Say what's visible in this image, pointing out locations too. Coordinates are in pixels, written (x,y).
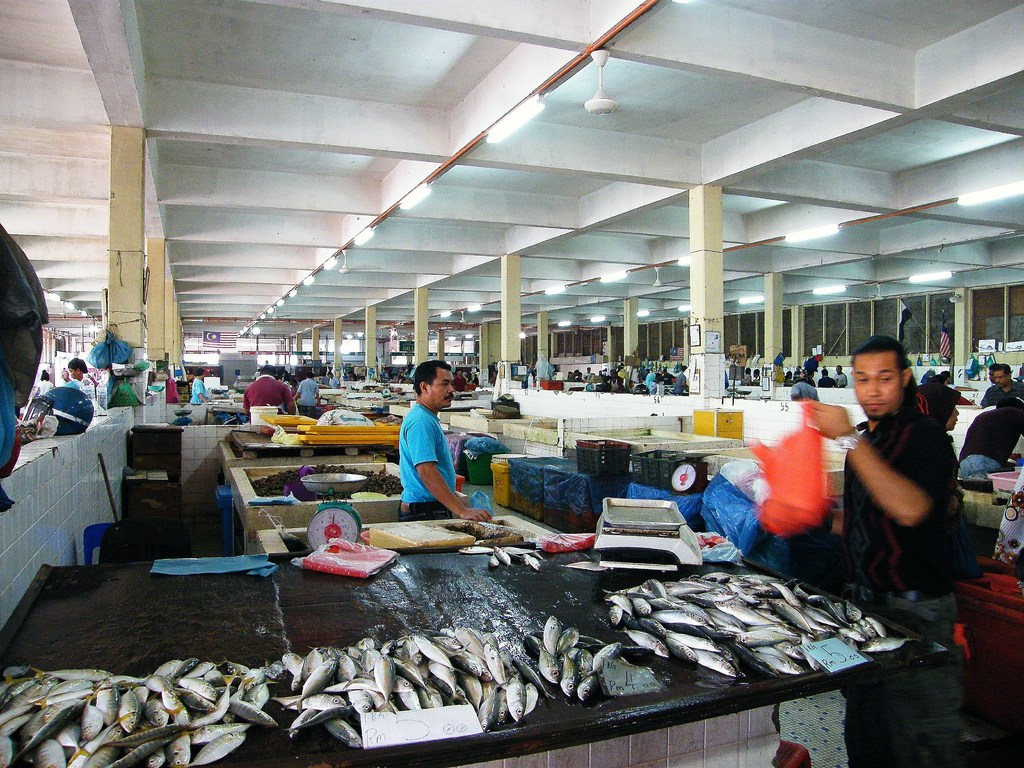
In this image we can see fishes (416,660), countertops (331,626), weighing machine (344,531), persons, pillars (771,333), tube lights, and fans (609,97).
